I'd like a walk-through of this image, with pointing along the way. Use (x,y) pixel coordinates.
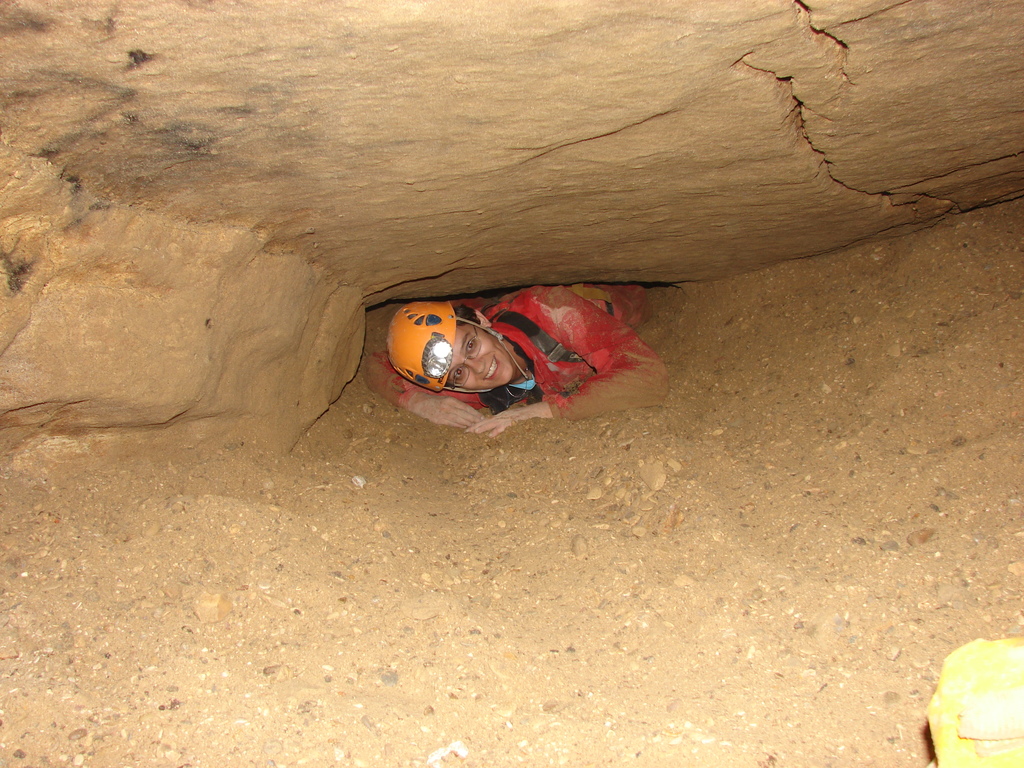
At the bottom (537,589), I can see the sand (614,593). At the top of the image (390,161) there is a rock (366,190). Under the rock (507,282) there is a woman (565,309) laying, smiling and giving pose for the picture. In the bottom right (970,705) there is a yellow color object (968,715).
